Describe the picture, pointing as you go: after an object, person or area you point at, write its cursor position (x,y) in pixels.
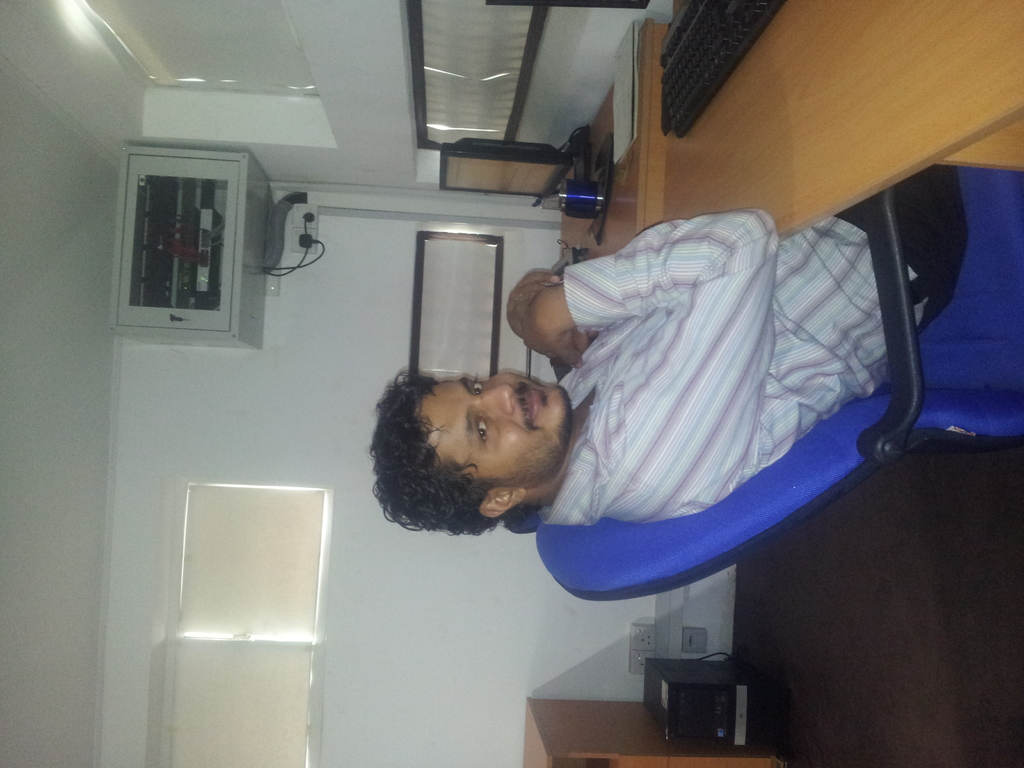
In this image I can see a man (512,419) is sitting on a blue colour chair (1007,372). In the front of him I can see few tables (736,163) and on these tables (657,160) I can see a keyboard (690,49), a monitor (557,163) and few other things (616,117). On the bottom side of this image (751,747) I can see a CPU (729,663) and one more table (586,732). I can also see a box (256,318) on the left side of this image (239,257).
